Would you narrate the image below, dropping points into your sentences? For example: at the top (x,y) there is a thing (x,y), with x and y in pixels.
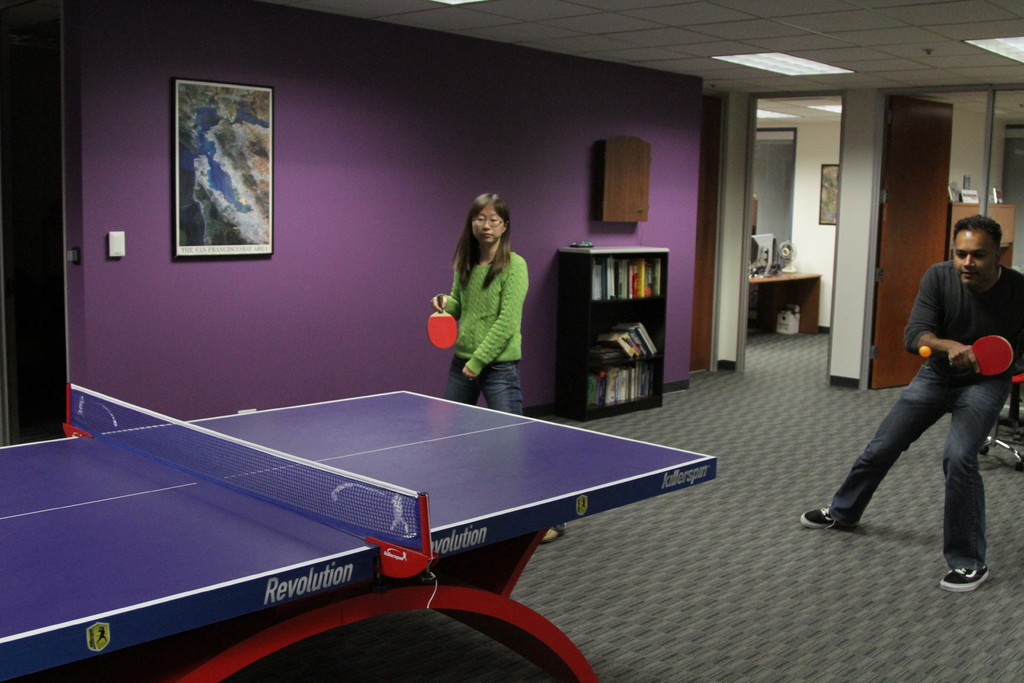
this picture shows two people (516,400) playing table tennis and we see a photo frame (267,183) on the wall (292,185) and a bookshelf (564,261).
